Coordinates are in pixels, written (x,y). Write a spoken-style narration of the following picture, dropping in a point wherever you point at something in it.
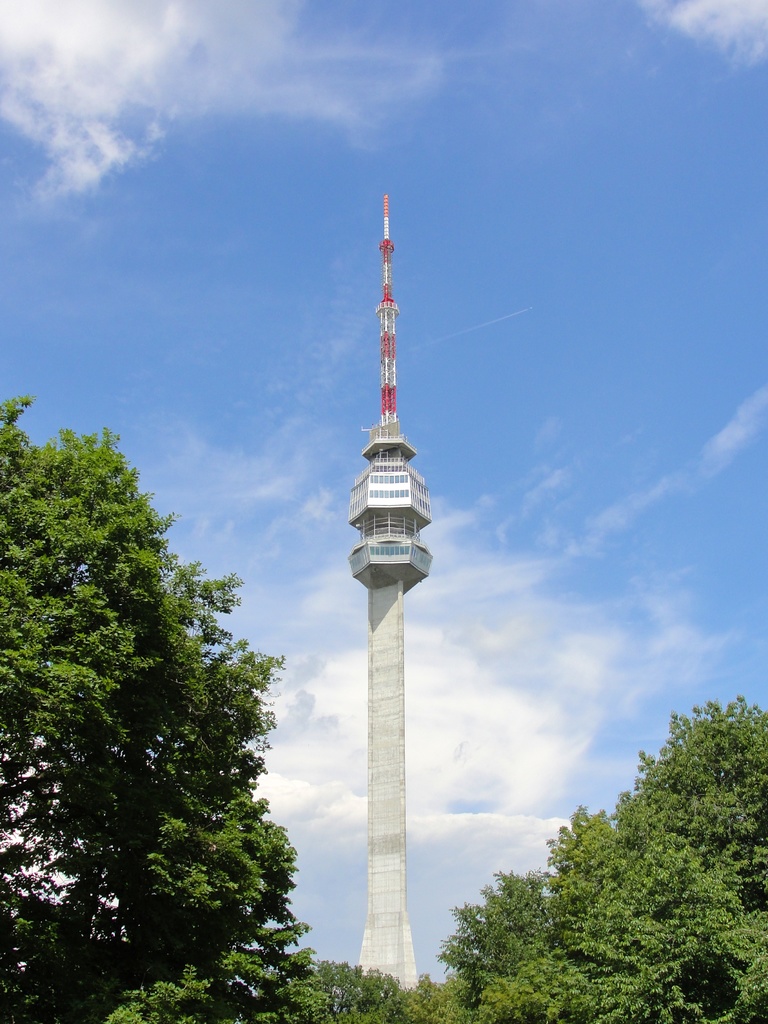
In this picture we can see a tower (385,779), few trees (19,641) and clouds (516,755).
